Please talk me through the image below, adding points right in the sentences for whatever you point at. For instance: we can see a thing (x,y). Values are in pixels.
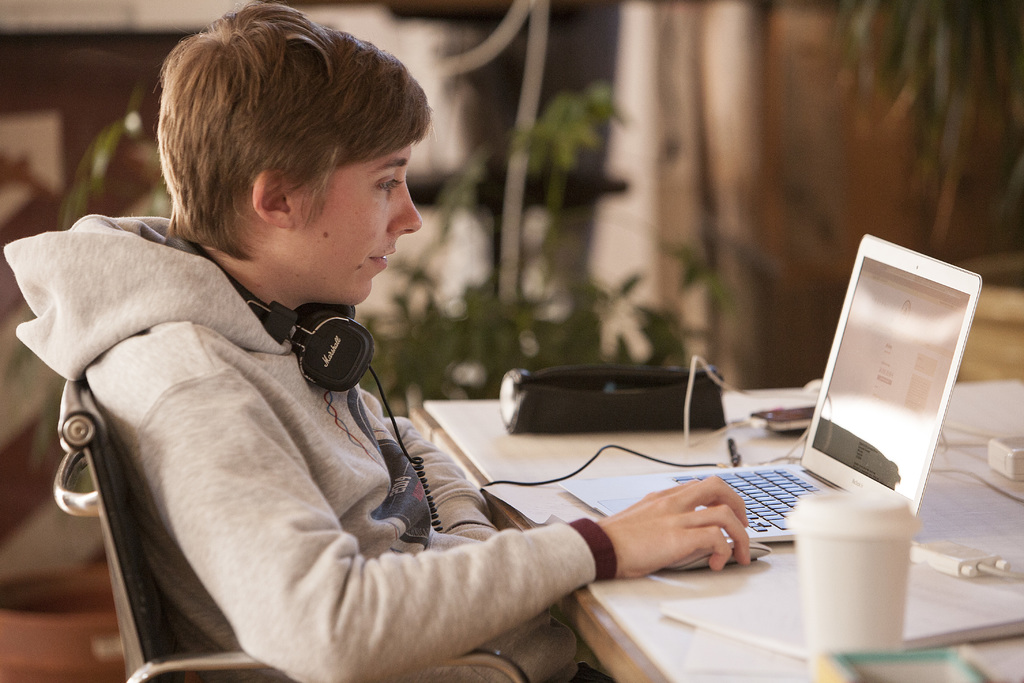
Here we can see a person (212,539) sitting on the chair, and here is the head phones (338,332), and in front (651,445) here is the table (638,439) and laptop (918,313) and some objects (888,544) on it, and here is the tree (425,321).
